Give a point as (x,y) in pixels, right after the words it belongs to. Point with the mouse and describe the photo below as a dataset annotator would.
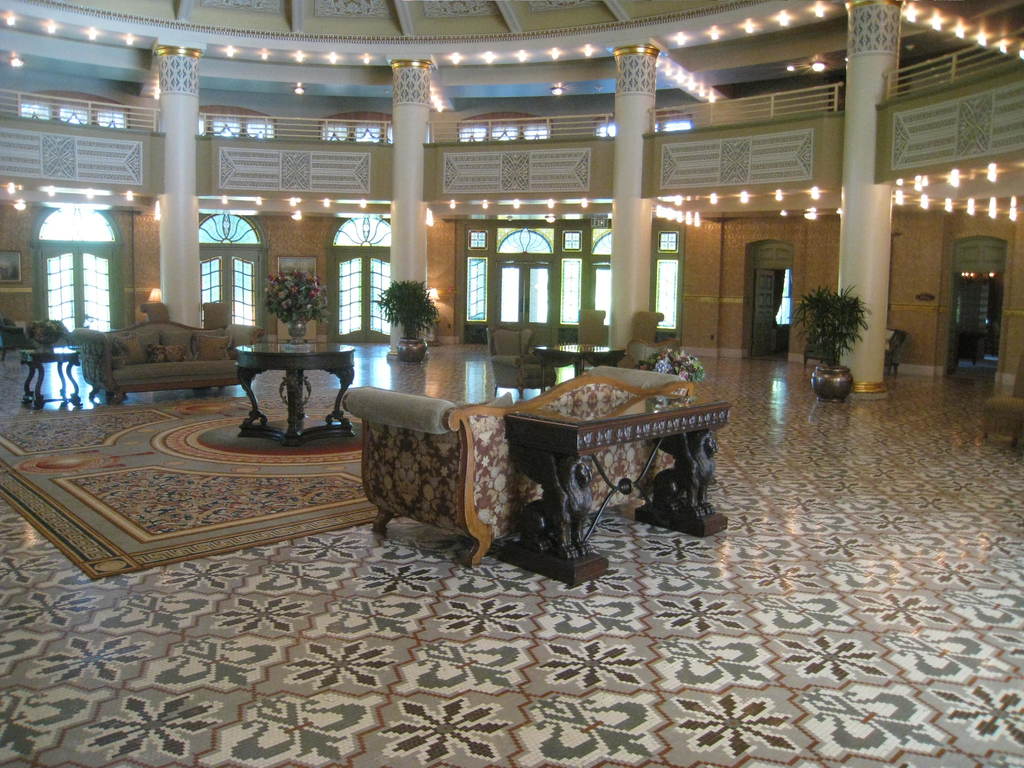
In the image in the center (585,457), we can see sofas (199,375), pillows (211,337), tables (584,451) and one carpet (209,416). On the tables (583,422), we can see plant pots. In the background (633,159) there is a wall (935,233), roof (740,15), lights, pillars (397,130), windows (680,266), plant pots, plants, doors (342,340), fences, photo frames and a few other objects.
